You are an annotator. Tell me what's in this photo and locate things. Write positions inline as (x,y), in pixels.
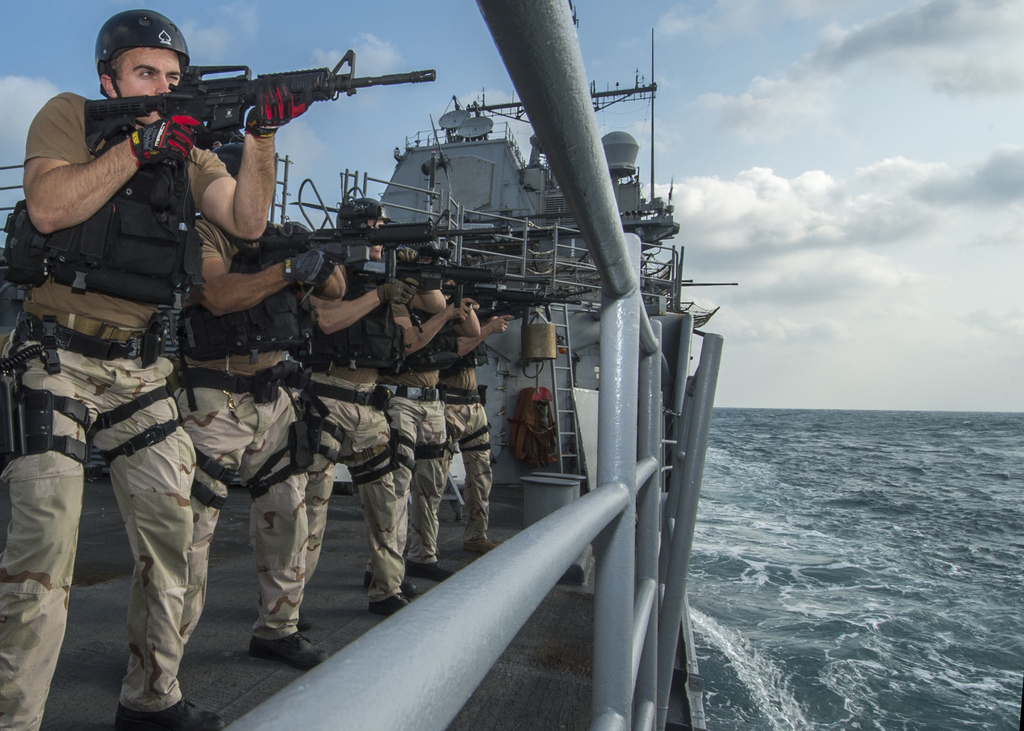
In this image we can see people (253,343) are holding guns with their hands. Here we can see water (840,492) and ship (622,477). In the background (744,300) there is sky (738,201) with clouds (979,156).
